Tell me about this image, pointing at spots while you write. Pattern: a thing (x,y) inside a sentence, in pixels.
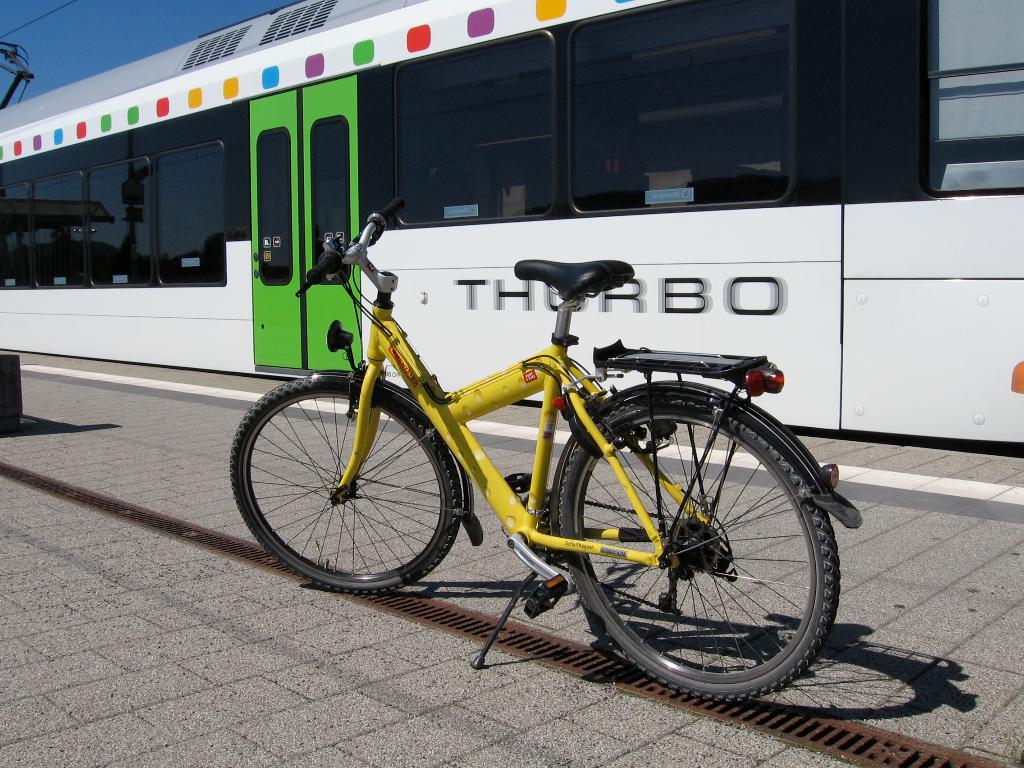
In this image we can see a locomotive (627,102) on the track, bicycle (356,444) on the floor (364,596), electric cables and sky (108,17).
